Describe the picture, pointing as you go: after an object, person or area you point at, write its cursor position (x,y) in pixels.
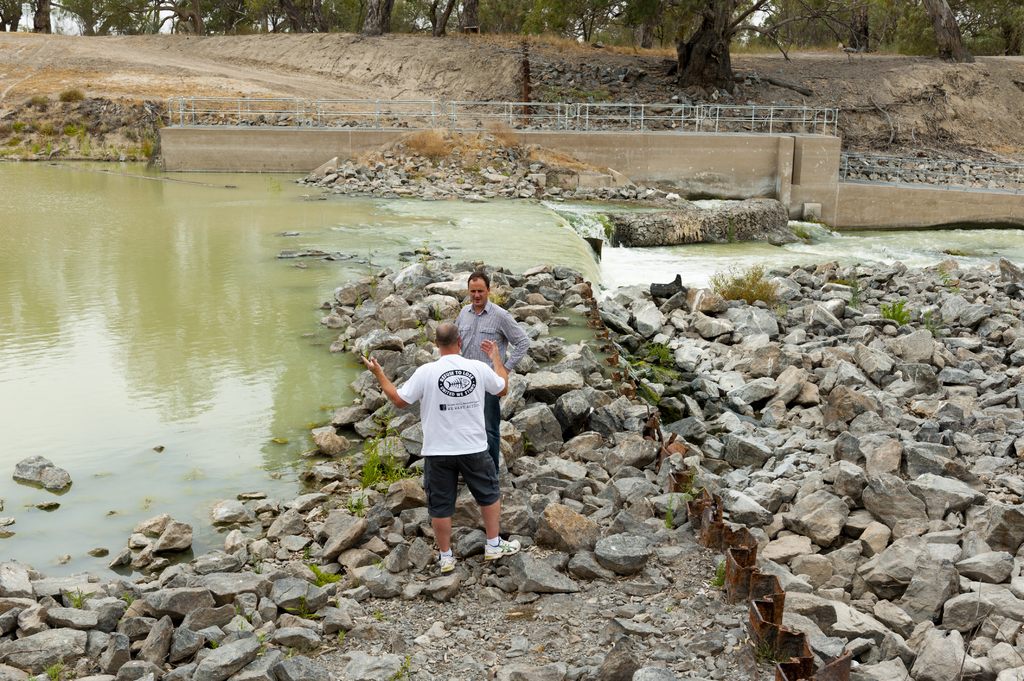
In this picture there is a man (485,508) who is wearing t-shirt (467,422), short (453,493) and shoe (488,549). Beside him there is another man (517,341) who is wearing shirt (513,367) and shoe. Both of them are standing near to the stones (558,537). On the left (216,385) there is a water (219,345). At the top (986,5) i can see many trees (648,17). Beside the water (187,249) i can see the wall (192,126) and fencing (350,102). On the right (724,283) i can see some grass (752,279). In the top left corner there is a sky (55,27).
